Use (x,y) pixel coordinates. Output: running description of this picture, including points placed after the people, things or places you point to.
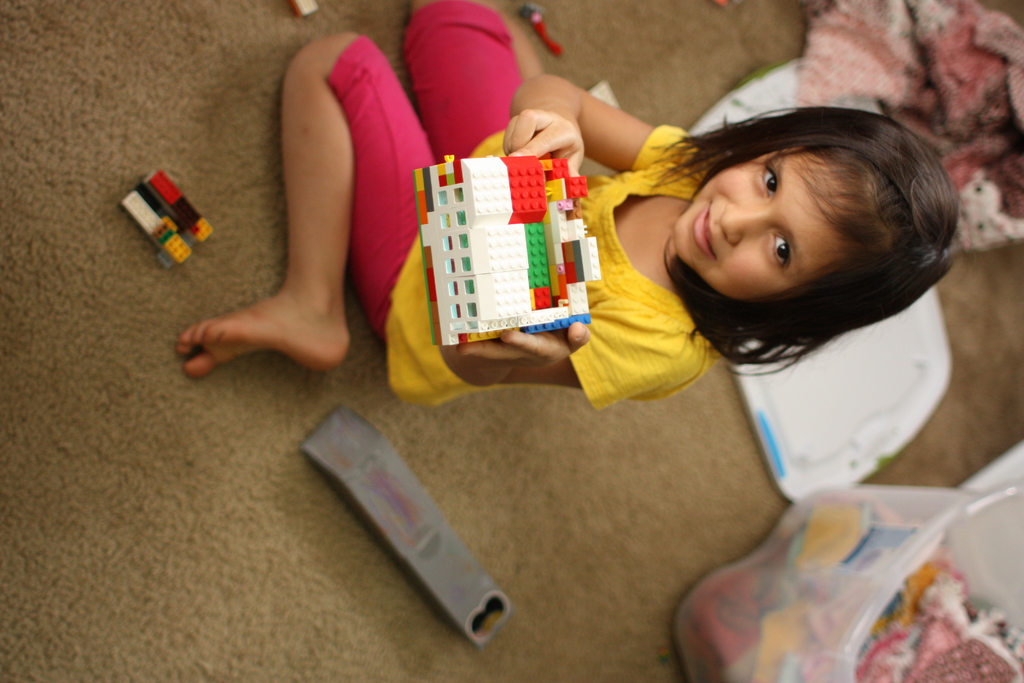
In this picture we can see a girl (325,285) sitting on the floor (210,493). She is in yellow color t shirt (615,358) and pink pant (392,144). She hold a toy (481,266) with her hand (505,333). And there is a box (816,628).
